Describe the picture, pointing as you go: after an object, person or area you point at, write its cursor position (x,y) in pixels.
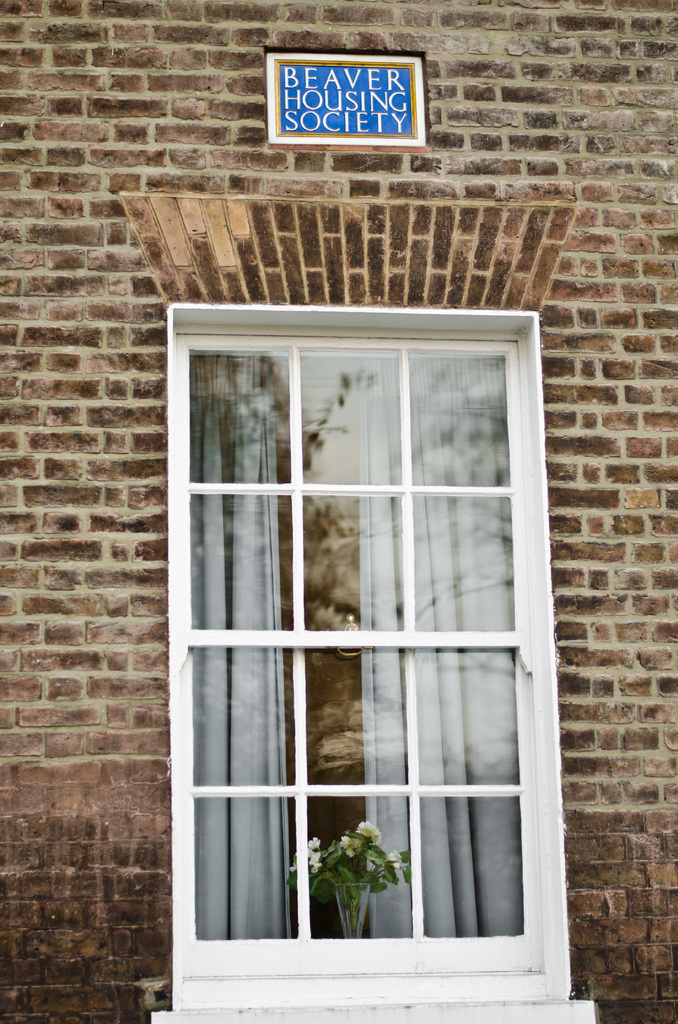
In this image there is a wall (654,406) and we can see a window (290,609). There is a flower vase (353,891) placed on the wall (653,957). At the top (349,126) there is a board (396,104).
